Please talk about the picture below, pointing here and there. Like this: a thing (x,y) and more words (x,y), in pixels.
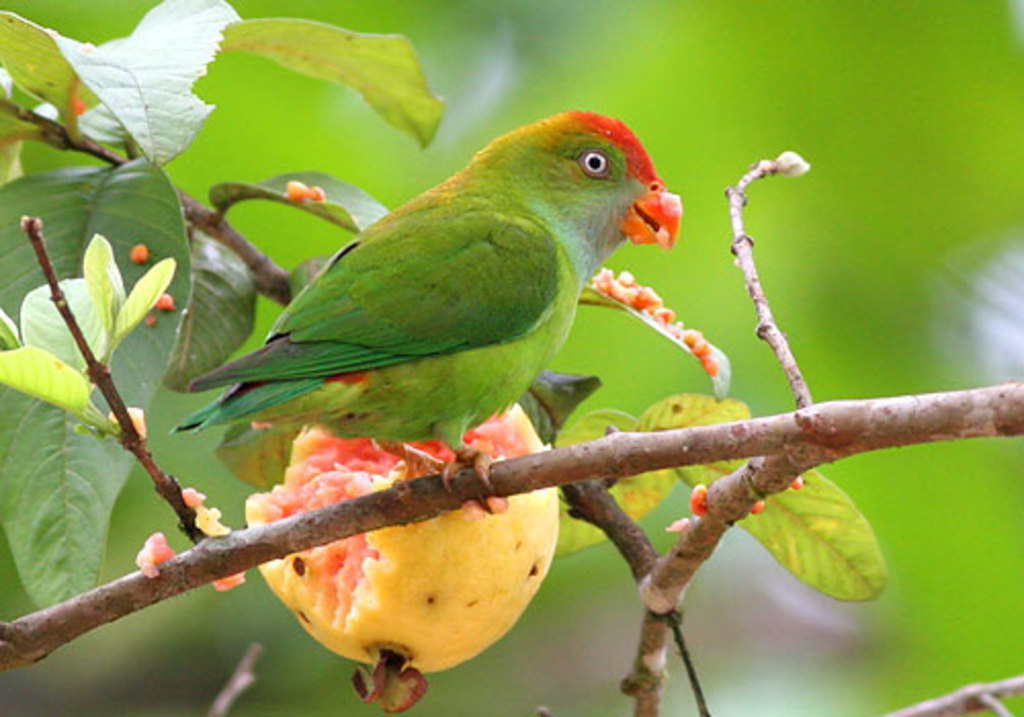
In the center of the image (493,281) we can see a parrot (544,311) on the tree (811,427) and there is a guava (424,596) to the plant (457,489). We can see leaves (124,298).
